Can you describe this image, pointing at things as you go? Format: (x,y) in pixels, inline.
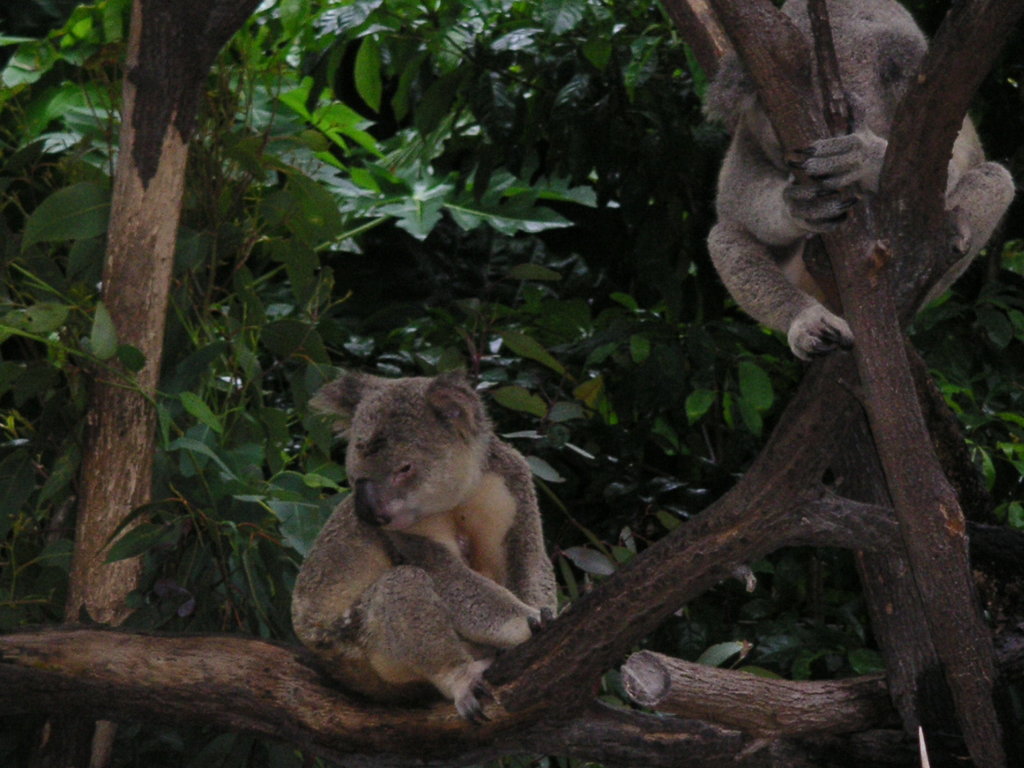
In the image we can see there are koala bears (974,200) sitting on the tree (558,683) and behind there are trees (661,148).
